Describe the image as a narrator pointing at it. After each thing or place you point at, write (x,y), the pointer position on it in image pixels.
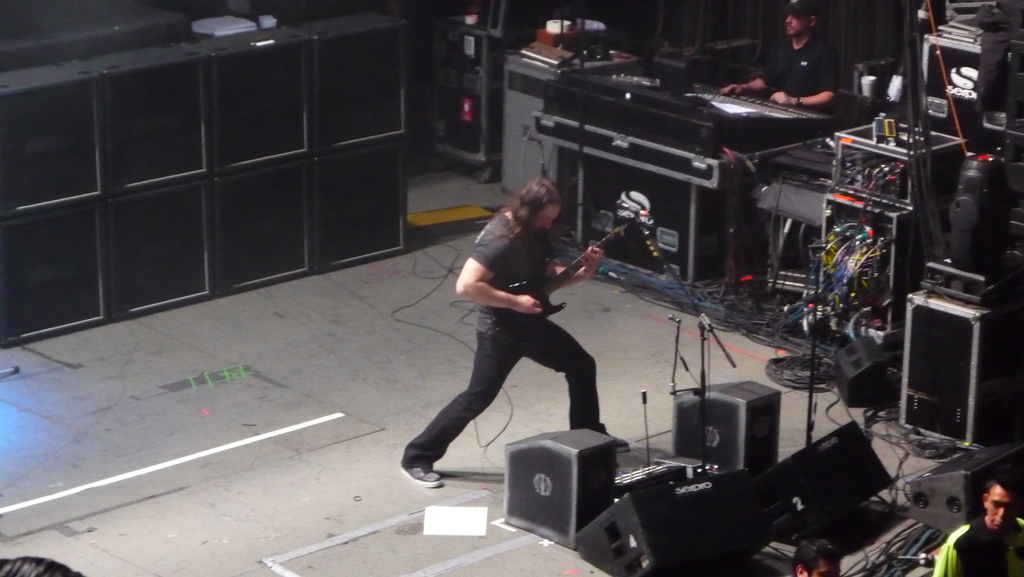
In the image there is a man (525,236) in black dress (510,341) playing guitar (518,284) with speakers (710,550) in front of him, on the right side (807,99) there is another man (805,81) operating amplifier (777,114) with many musical instruments (956,347) beside him, there are speakers (256,192) in the back (302,196).
